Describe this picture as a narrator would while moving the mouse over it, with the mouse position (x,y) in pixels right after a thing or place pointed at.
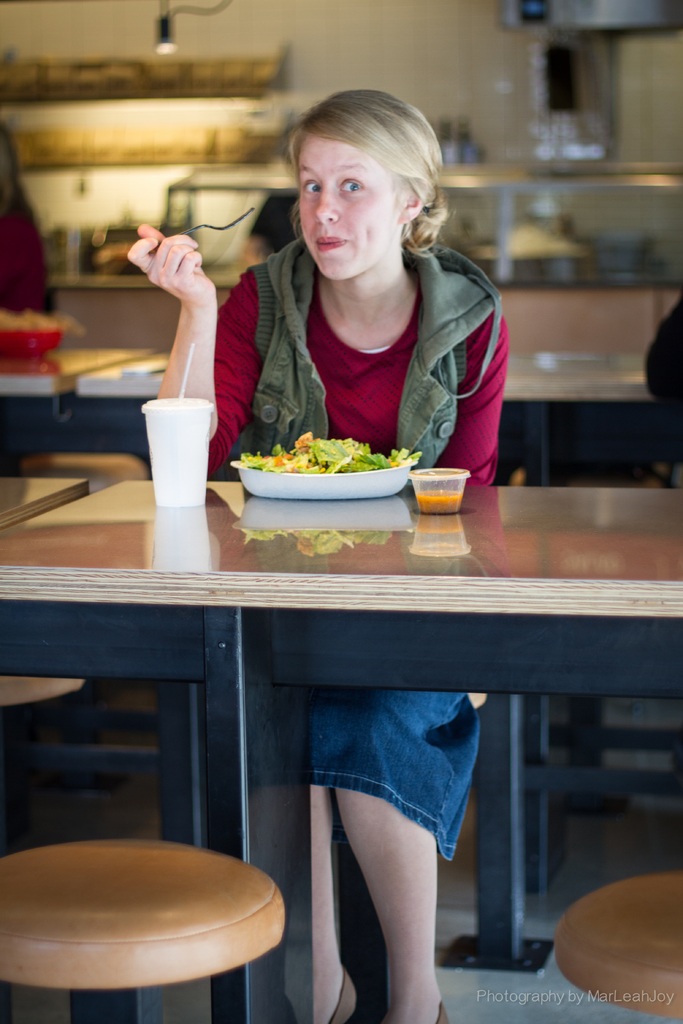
In this image I can see a woman (301,190) is sitting and I can see she is holding a fork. I can also see she is wearing a jacket (292,412), a red top (368,378) and in the front of her I can see a table (315,606) and two stools (148,889). On the table (270,585) I can see a glass (190,488), a plate (312,498), a cup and food (330,473) in the plate (349,479). In the background (106,394) I can see few more tables (103,386), one person (15,244), number of things (222,243) and I can also see this is little bit blurry.
